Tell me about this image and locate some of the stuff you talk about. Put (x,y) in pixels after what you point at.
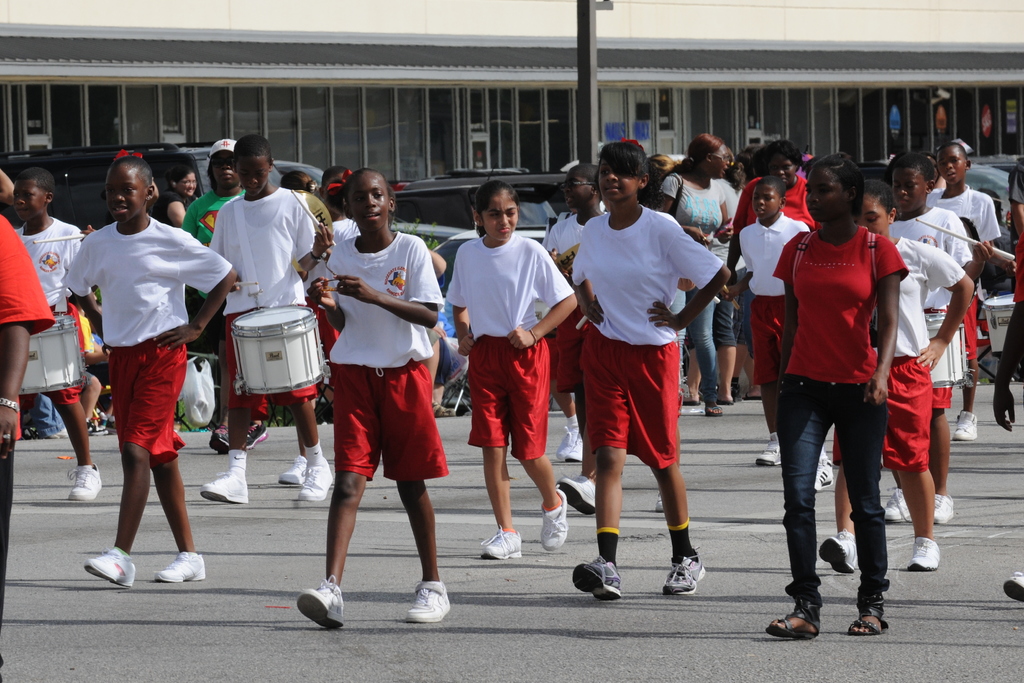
In this picture we can see a group of people (863,339) walking on the road (613,623) and some people (230,332) are playing drums (259,334) and in the background (206,375) we can see vehicles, building (541,87), pole (584,8), plastic covers (199,398), some people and some objects (200,356).
